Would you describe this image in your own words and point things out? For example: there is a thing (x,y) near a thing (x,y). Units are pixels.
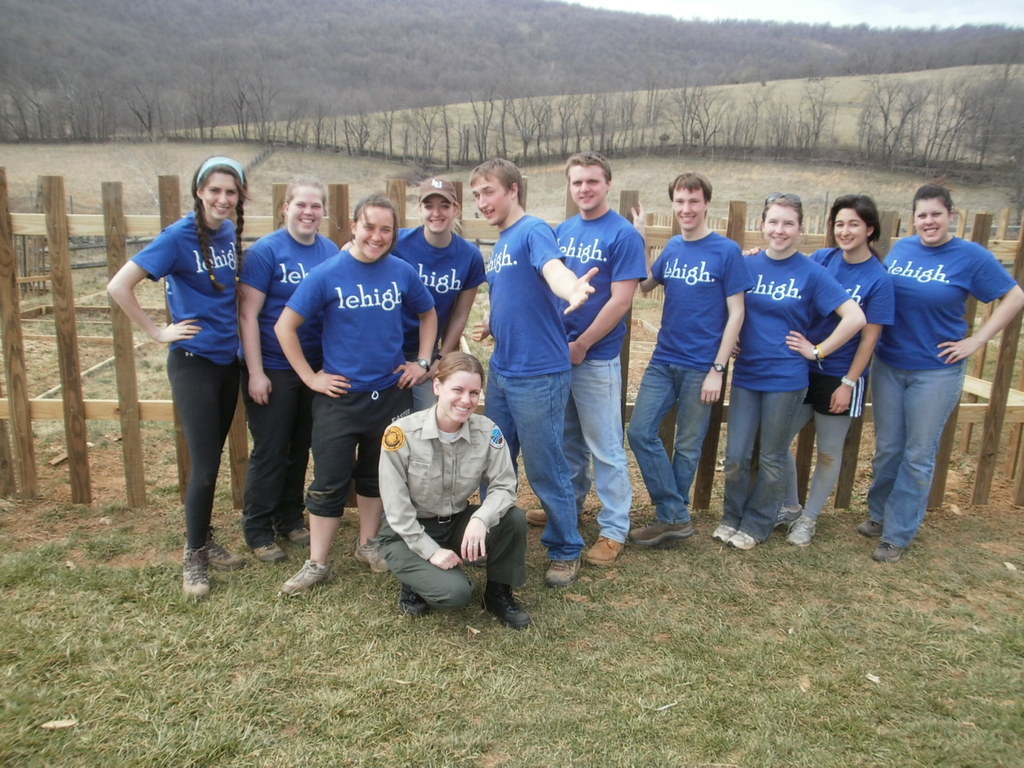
In this image we can see some people (646,537) posing for a photo and we can see the wooden fence (261,218) behind the people (978,338). There are some trees (990,123) and the mountains (796,40) in the background (504,43).
